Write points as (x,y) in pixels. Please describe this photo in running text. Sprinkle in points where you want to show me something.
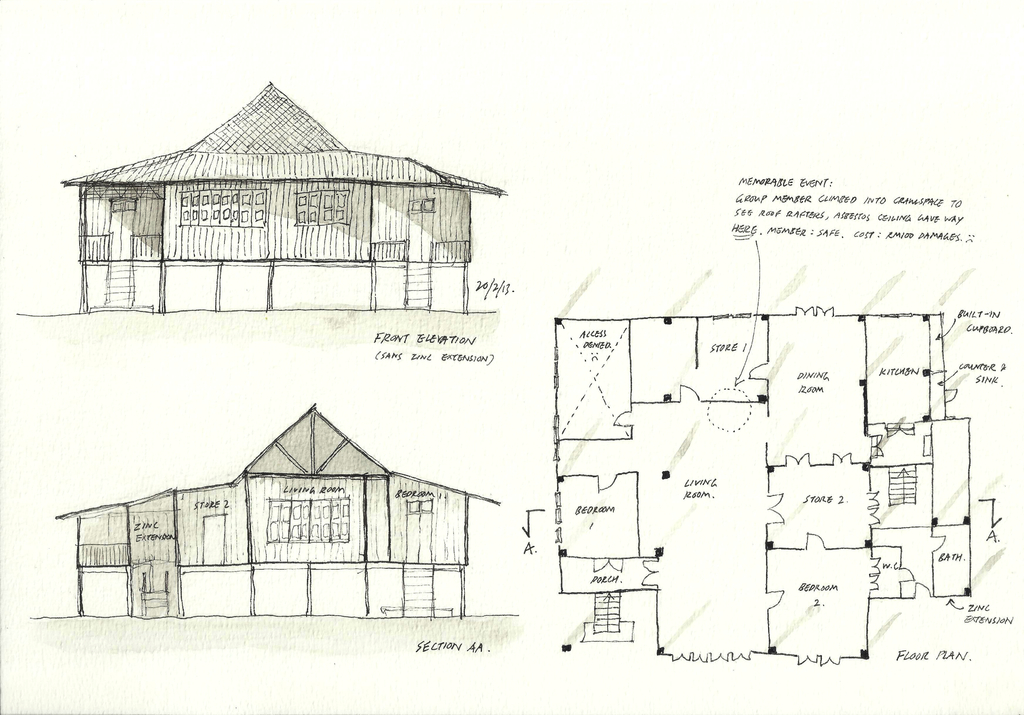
In this image I can see the sketch (274,165) of two houses (312,201) with black color. To the right side of the image (794,576) I can see the floor plan (775,576) and something is written with black color.
